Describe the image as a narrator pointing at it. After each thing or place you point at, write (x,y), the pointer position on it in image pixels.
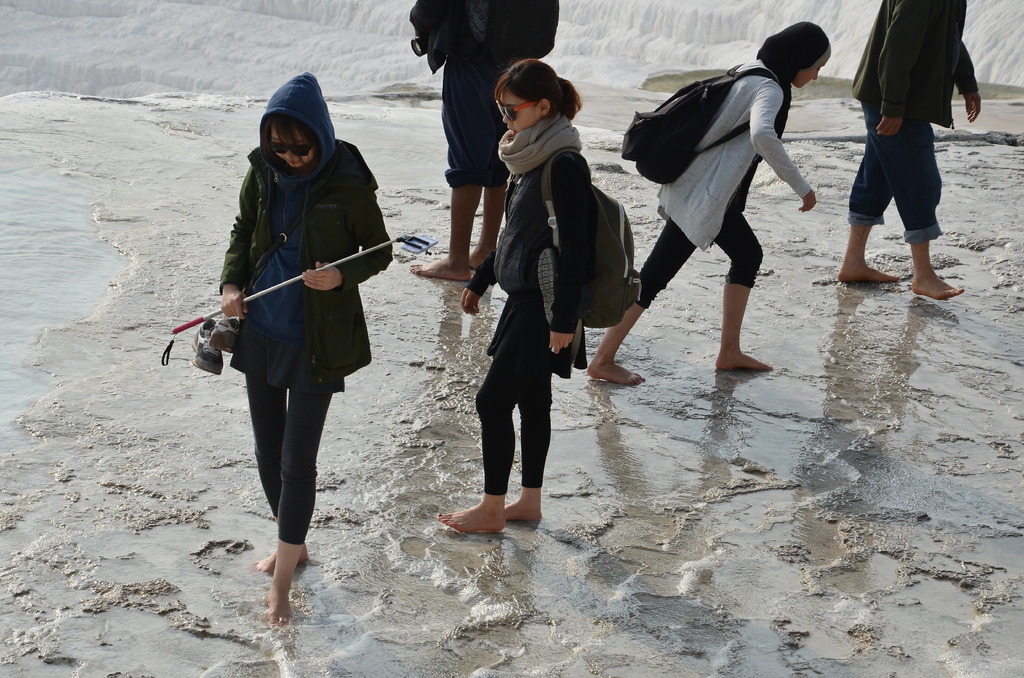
In the picture I can see a woman (370,182) on the left side (318,228) is wearing a jacket (363,231) and she is holding a stick (257,297) and shoes (195,345) in her hands (239,314). There are two women (725,160) walking on the ground (676,286) without footwear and they are carrying a bag (661,131) on their back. In the picture I can see two persons (880,181), though their faces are not visible. In the background (616,17), I can see the white rocks (574,14).
